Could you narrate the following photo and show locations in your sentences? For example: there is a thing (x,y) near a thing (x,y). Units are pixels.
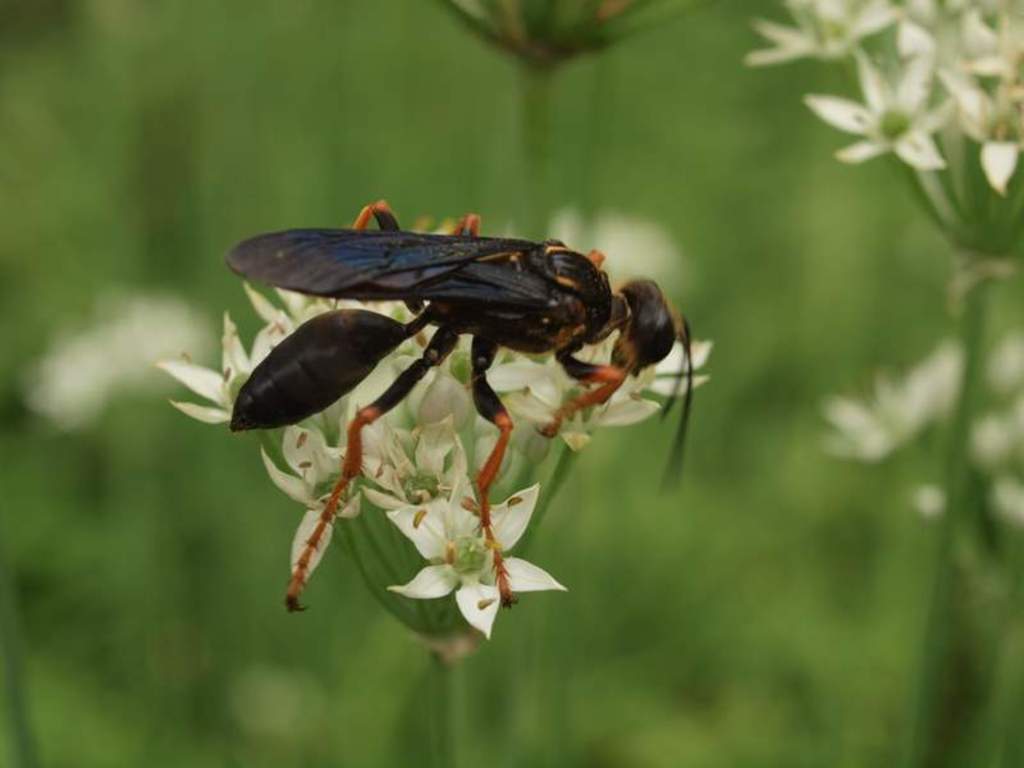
In this image there is insect (616,385), that sat on a flower (424,442), in the right side (903,136) top corner there are flowers (944,168), the background (764,225) is green in color.
